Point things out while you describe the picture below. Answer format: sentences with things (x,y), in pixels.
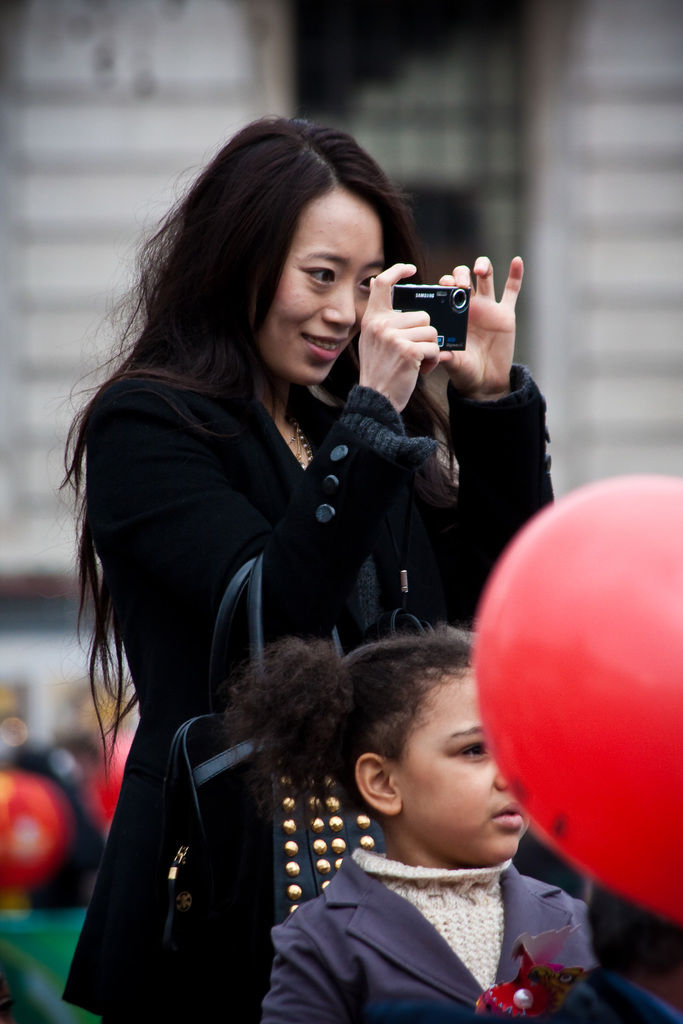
In the image we can see there is a woman (253,416) who is standing and she is holding a camera (444,316) in her hand (427,335) and she is wearing a black jacket (181,683). In Front of her there is a girl (416,840) who is standing and there is a balloon (562,630) which is in red colour.
